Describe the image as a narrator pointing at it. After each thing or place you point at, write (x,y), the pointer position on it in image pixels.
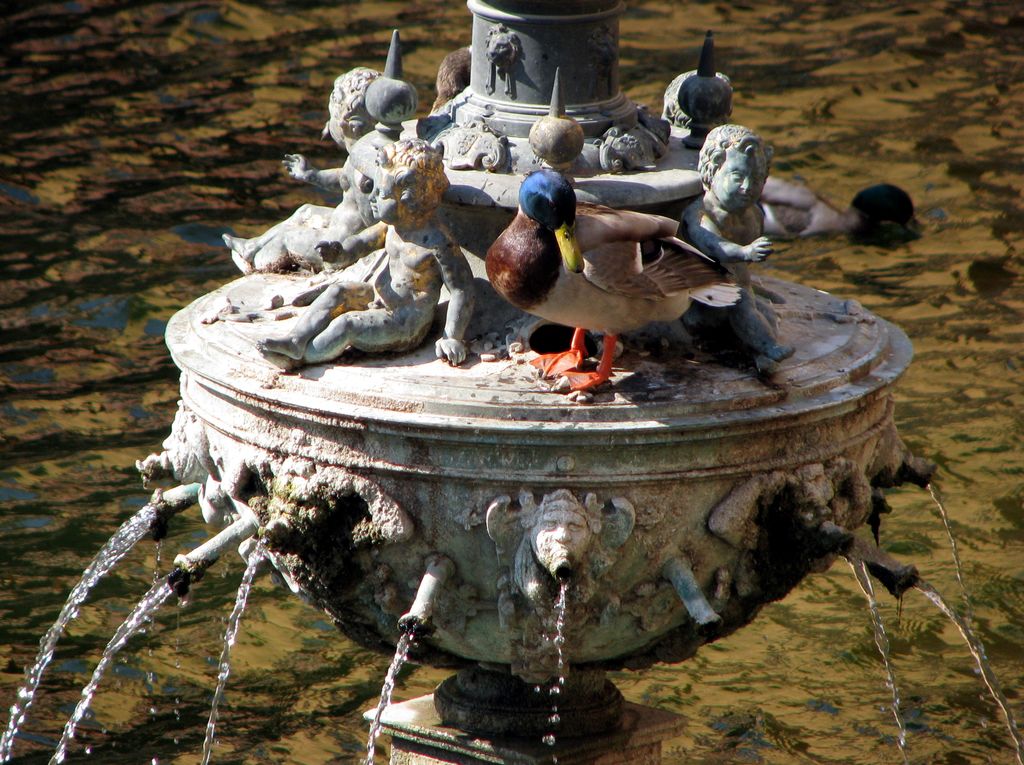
In the center of the image (526,481) we can see the fountain (509,310), sculptures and a few other objects (631,269). In the background (1022,187), we can see water (649,58), one object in the water (747,79) and a few other objects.
